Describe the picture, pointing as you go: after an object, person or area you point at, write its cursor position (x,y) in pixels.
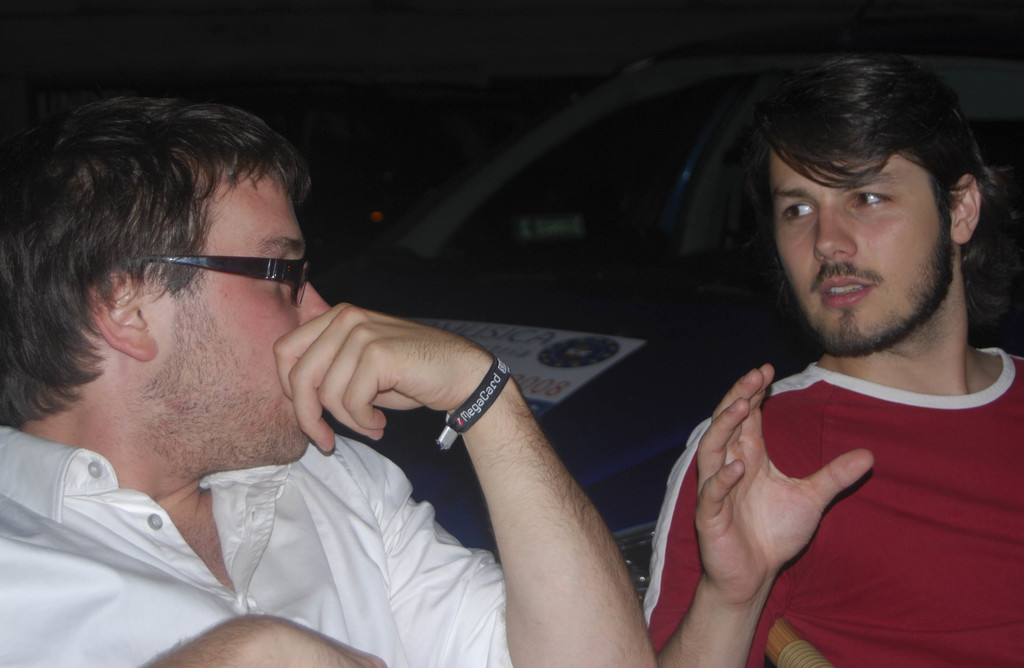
In this image I can see two men (489,412) are talking each other. I can also see the man (282,293) is wearing glasses (283,273).
